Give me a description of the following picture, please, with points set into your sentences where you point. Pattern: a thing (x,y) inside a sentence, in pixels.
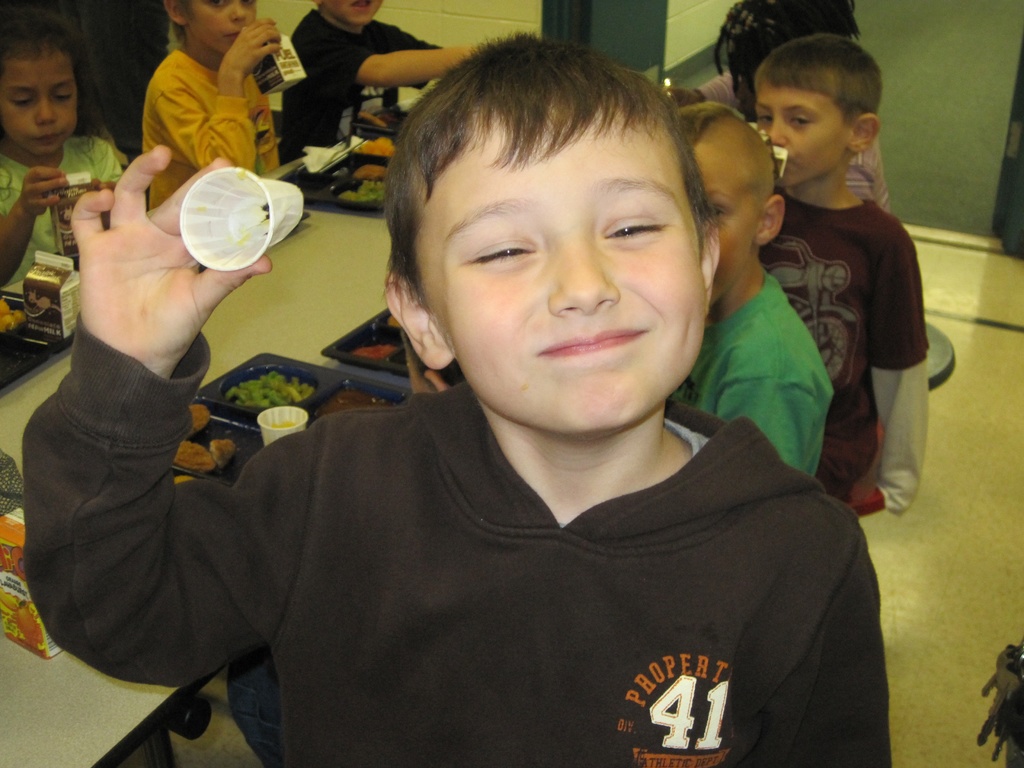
In this image we can see some children (659,264) in a room (338,388) and among them there is a boy (231,494) holding an object (244,252) and posing for a photo. We can see a table (271,303) with some food items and other things (252,428).
